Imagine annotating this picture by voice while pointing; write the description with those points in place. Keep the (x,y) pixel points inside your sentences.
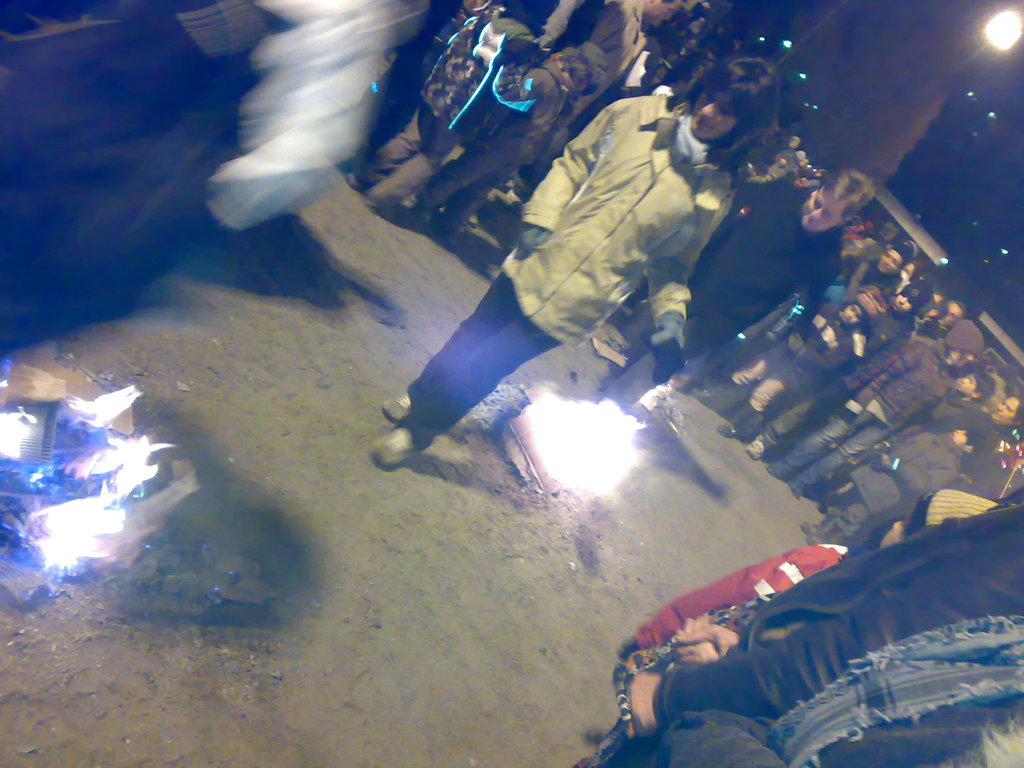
In this image we can see the persons (639,397) walking through the fire (150,453) and people (866,395) around them.
